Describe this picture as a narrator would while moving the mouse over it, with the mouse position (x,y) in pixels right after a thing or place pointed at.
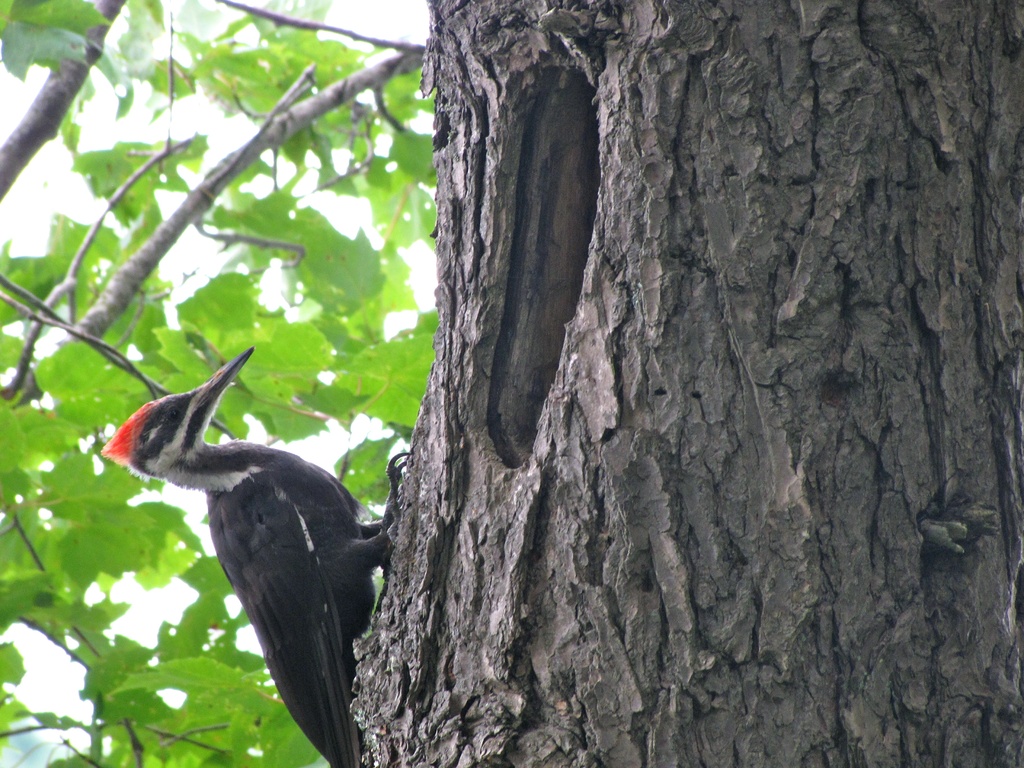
There is a woodpecker (313,560) on a tree (510,269).
